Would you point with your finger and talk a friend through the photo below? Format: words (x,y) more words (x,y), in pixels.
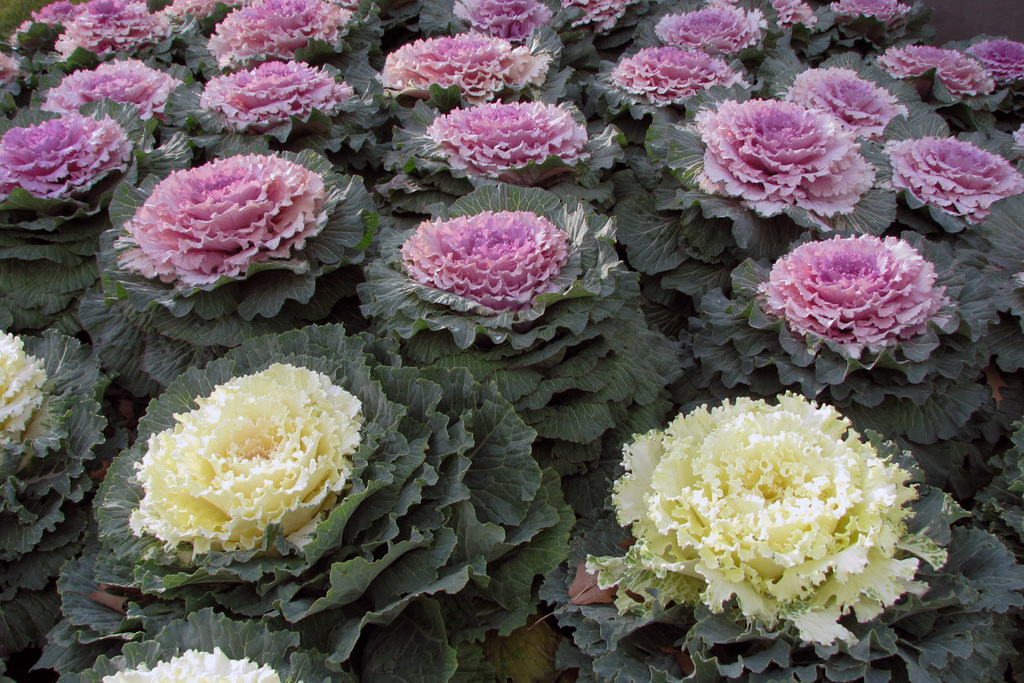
In this image I can see at the bottom (850,463) there are yellow color flower plants (796,526), at the top (256,137) there are purple color flower plants (543,178).
